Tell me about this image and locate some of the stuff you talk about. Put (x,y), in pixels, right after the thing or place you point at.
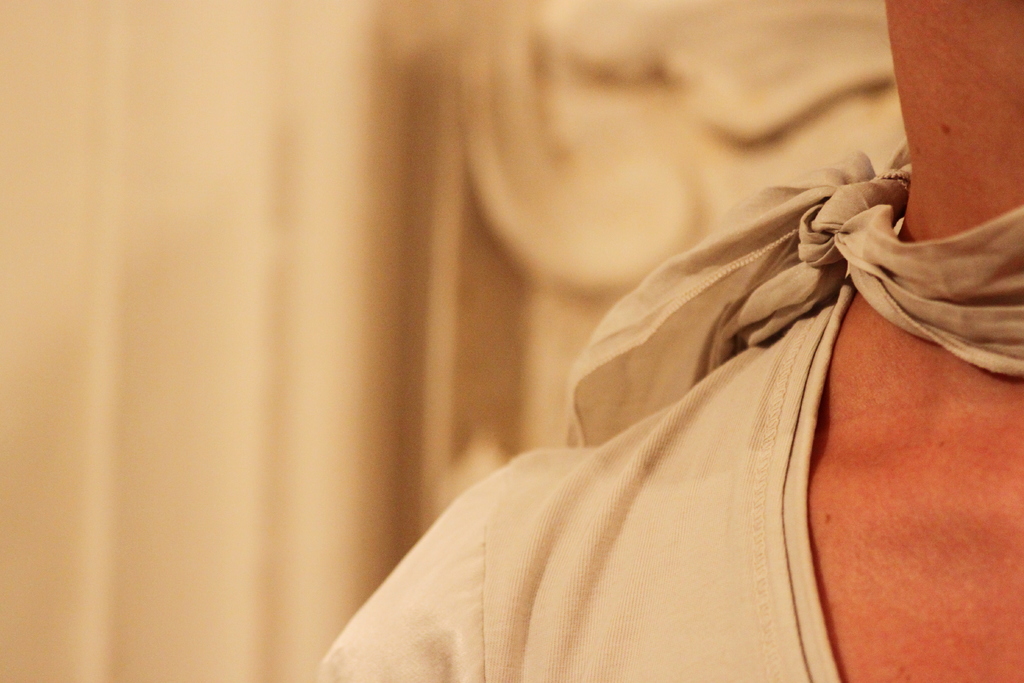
On the right side of the picture (923,380) we can see person neck (1016,67), shoulder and clothes (786,358). In the background of the image (510,219) it is blurry.
